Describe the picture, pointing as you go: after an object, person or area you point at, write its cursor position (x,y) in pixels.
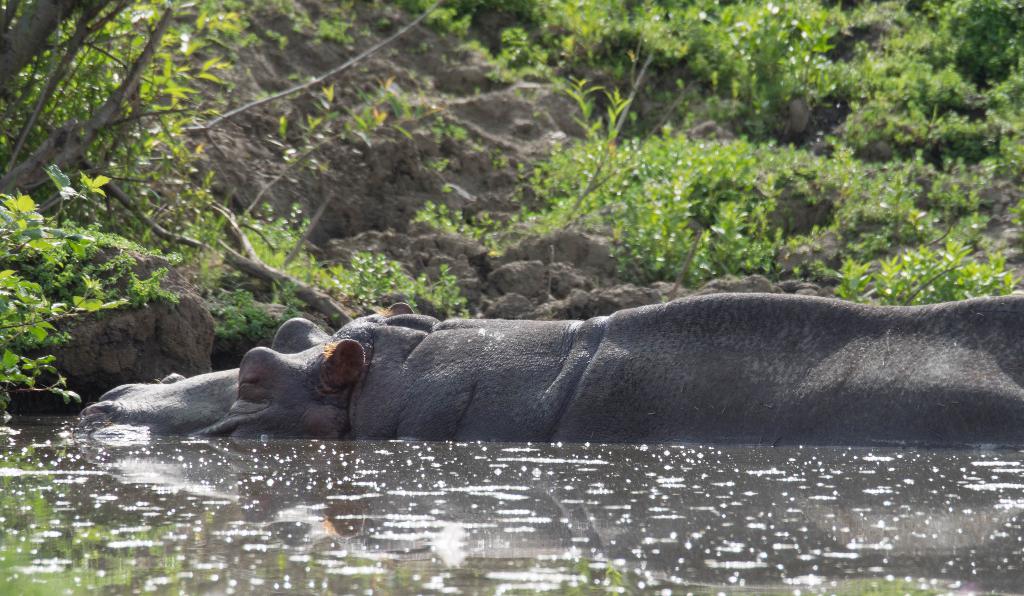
In the picture we can see water (182,591) in it we can see some part of the hippopotamus (849,397) which is gray in color and behind it we can see some rocks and plants (760,79).
